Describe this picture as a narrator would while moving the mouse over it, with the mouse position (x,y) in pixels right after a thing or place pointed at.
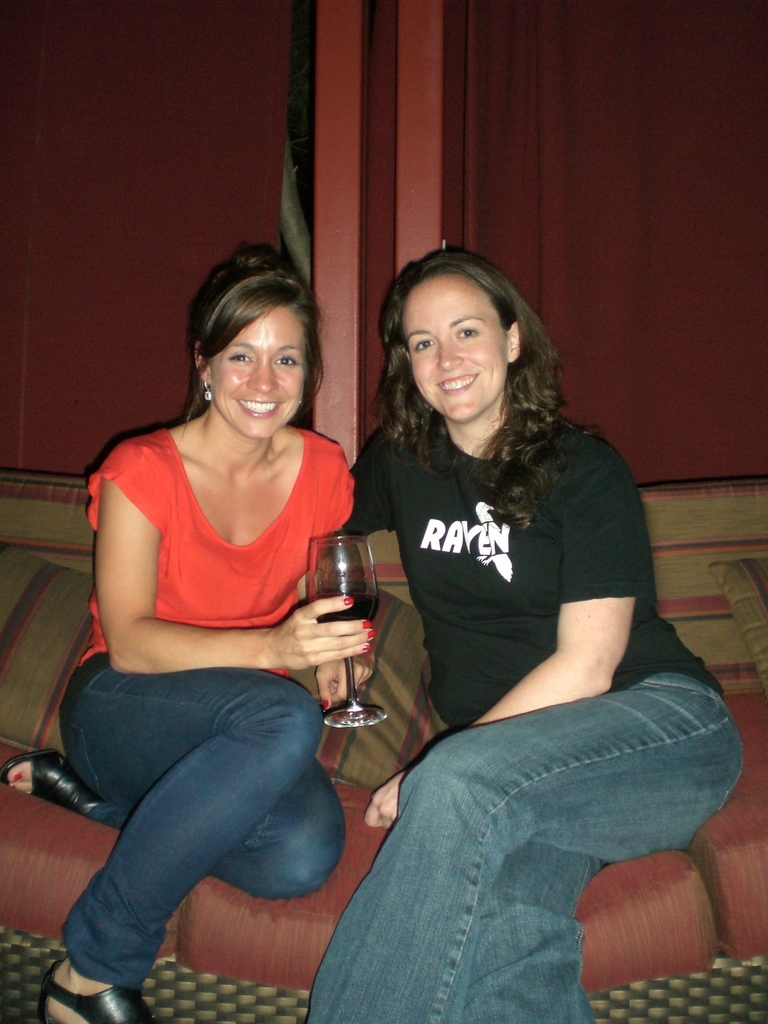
In this picture, there are two women (162,559) sitting on a couch (727,826). One is in orange top (182,538) with a denim pant (222,812) holding a wine glass (336,590) in her hand (335,635). The other is in a black T shirt (540,530) and a denim pant (621,725). Both are smiling at the camera. There are two pillows (65,632) beside them. There are curtains (112,145) behind them.
